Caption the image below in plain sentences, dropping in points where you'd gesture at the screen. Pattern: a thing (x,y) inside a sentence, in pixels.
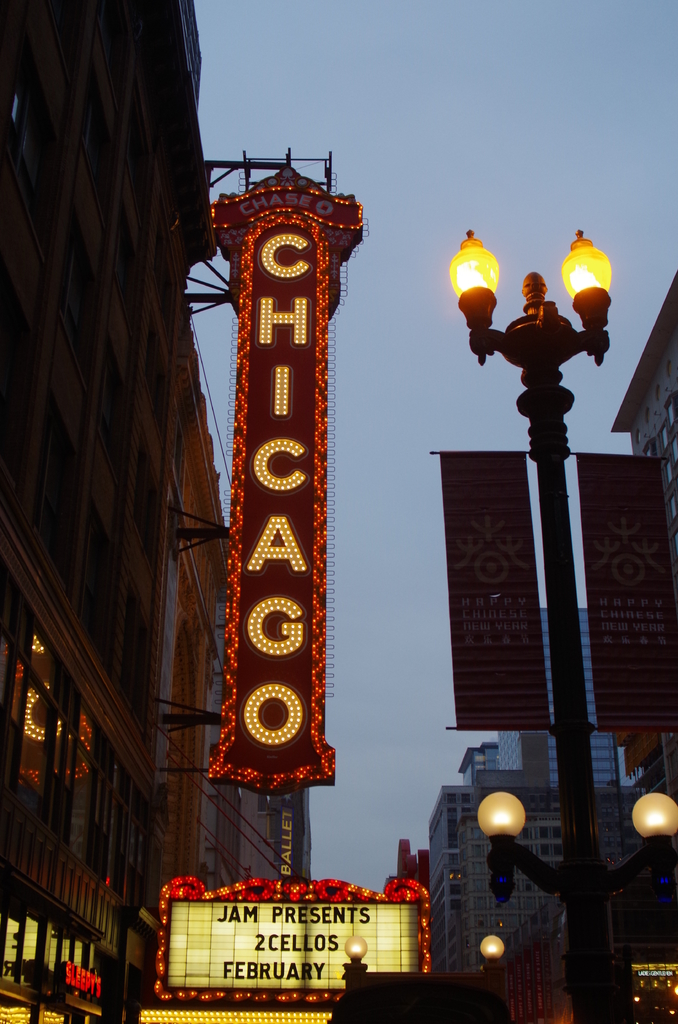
In this picture I can observe building (111,548) on the left side (135,667). There is a large board (254,490) fixed to the wall (130,735) of this building (109,169). I can observe some text (291,537) on this board (276,500). On the right side (519,822) there are poles (570,985) to which lights (476,281) are fixed. In the background (341,840) there are buildings (657,398) and a sky (455,112).
